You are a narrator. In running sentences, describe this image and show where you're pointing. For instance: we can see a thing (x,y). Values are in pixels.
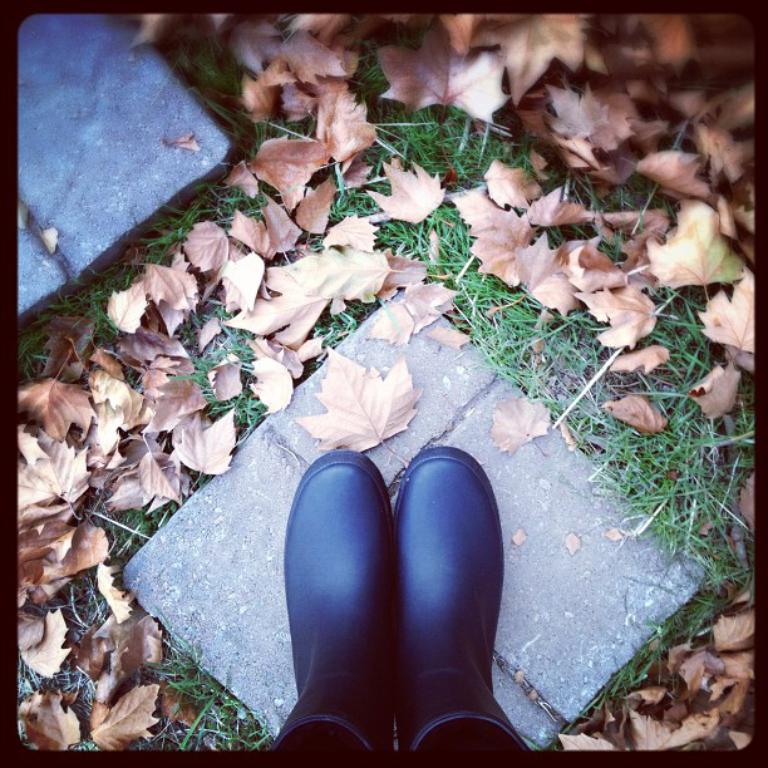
In the foreground of the picture (388,584) there are two legs (372,657) of a person (353,605). In this picture there are dry leaves (647,418), grass (582,353) and tiles (254,520). The picture has black border (0,745).
